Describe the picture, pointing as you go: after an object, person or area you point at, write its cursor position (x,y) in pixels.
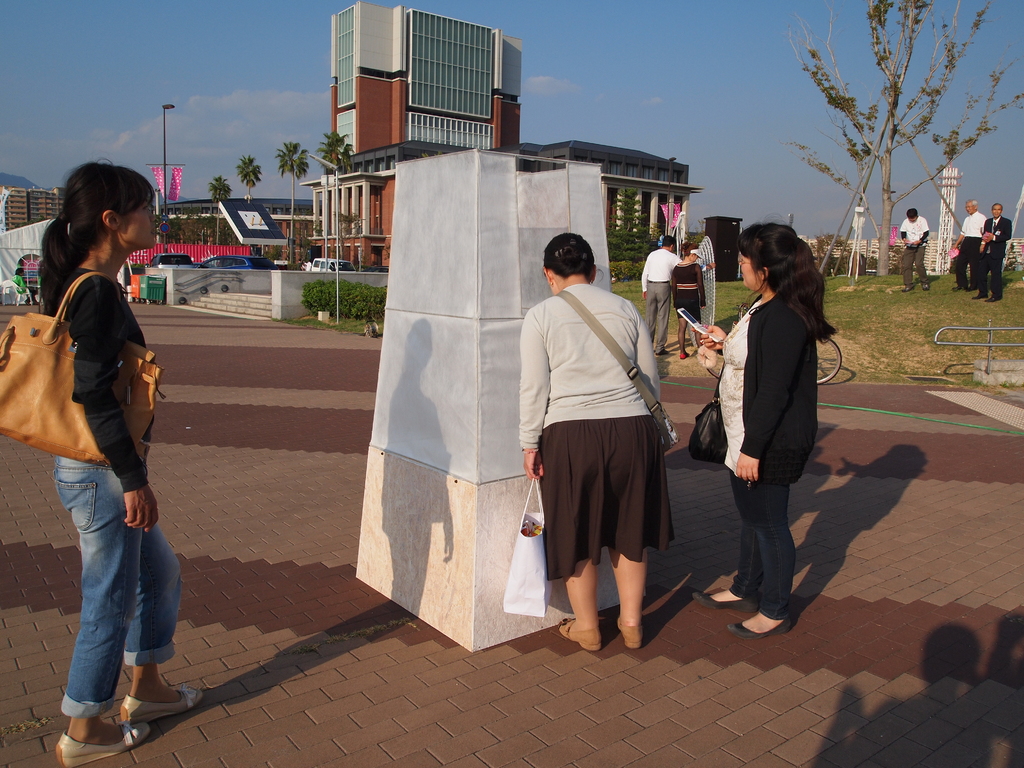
In this picture we can see three women (611,429) standing in the front (545,563). In the middle (518,313) there is a small stone pillar (491,404). In the background (412,35) there is a brown and white color building (391,160) and some coconut trees (291,150). On the top (555,78) there is a sky (581,69).
